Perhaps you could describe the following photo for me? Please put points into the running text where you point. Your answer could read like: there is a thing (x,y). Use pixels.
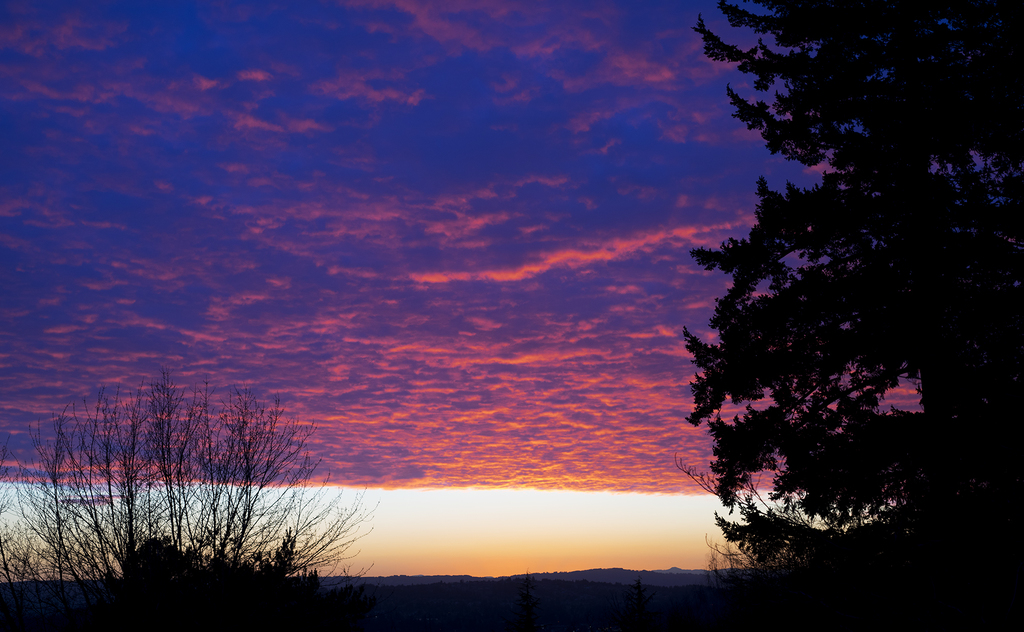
At the bottom (318,581) and on the right side (957,159) there are trees (249,601). In the background (482,604) there are mountains (492,588) and clouds (420,284) in the sky (506,264).
